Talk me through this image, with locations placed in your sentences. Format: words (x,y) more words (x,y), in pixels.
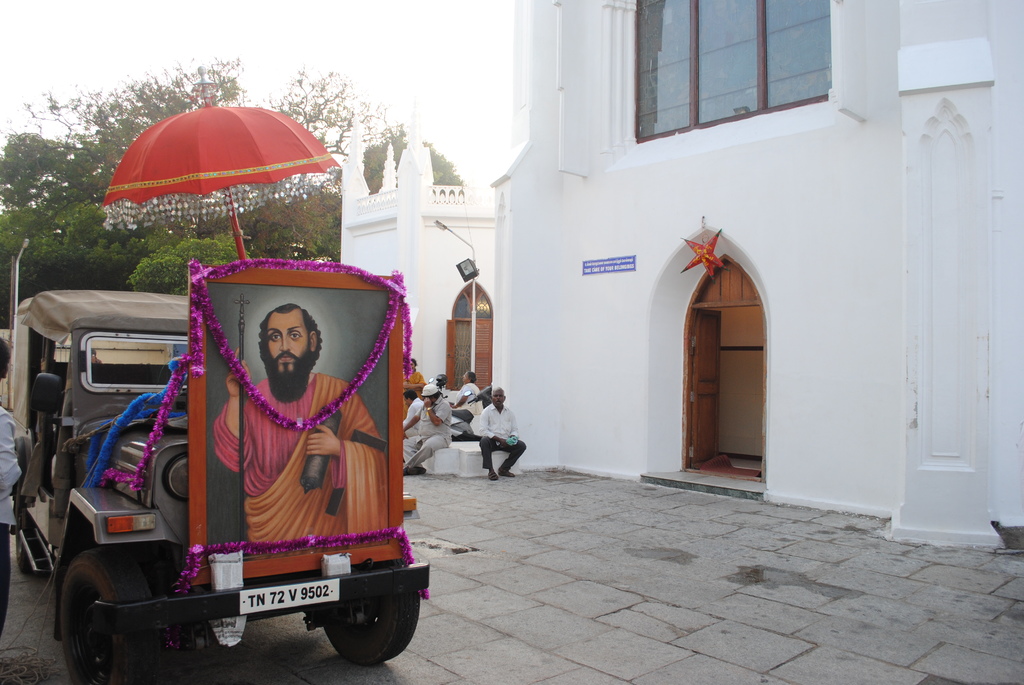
In this image I can see a vehicle (109,509) which is ash in color and a photo frame (223,413) attached to the vehicle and I can see an umbrella (258,187) which is orange in color above the photo frame (289,413). To the left side of the image (1,420) I can see a person (2,354) standing. In the background (437,430) I can see number of people (424,426) sitting, a white colored building (517,297), the window (799,103), few trees (89,248) and the sky (251,53).
